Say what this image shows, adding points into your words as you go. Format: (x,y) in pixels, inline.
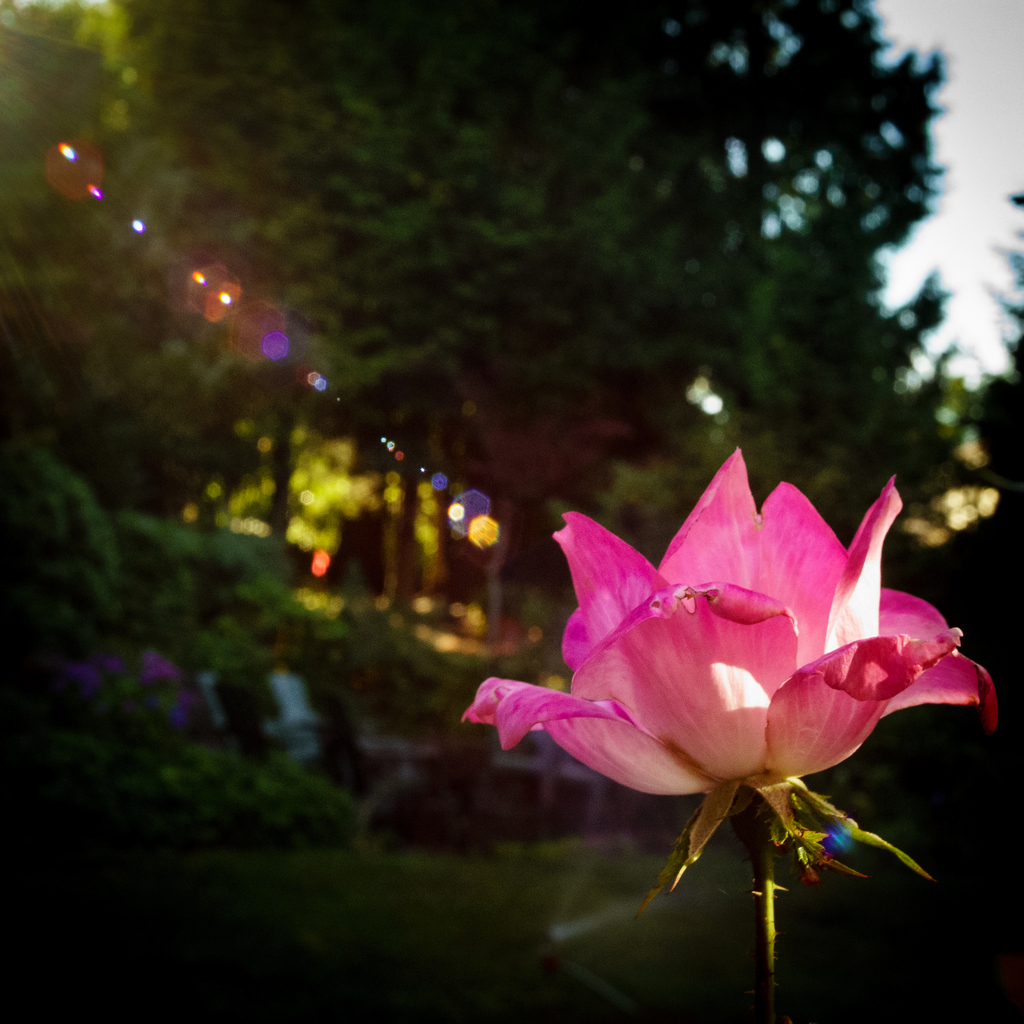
On the right side of the image (791,680) we can see a flower (823,614). In the background of the image (384,339) the trees (370,339), lights (315,563), bushes (79,814), flowers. At the bottom of the image (199,955) we can see the ground (556,901). In the top right corner (945,65) we can see the sky (942,129).
